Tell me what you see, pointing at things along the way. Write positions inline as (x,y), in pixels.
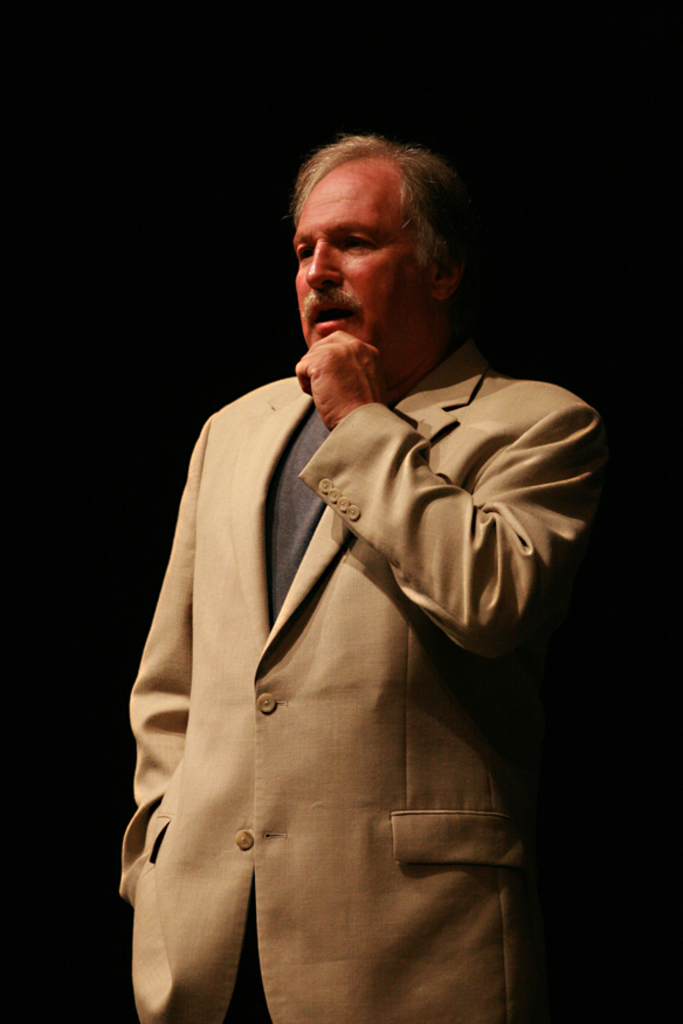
In this image I can see a person (316,669) standing, wearing a suit (223,449). There is a black background (590,277).
